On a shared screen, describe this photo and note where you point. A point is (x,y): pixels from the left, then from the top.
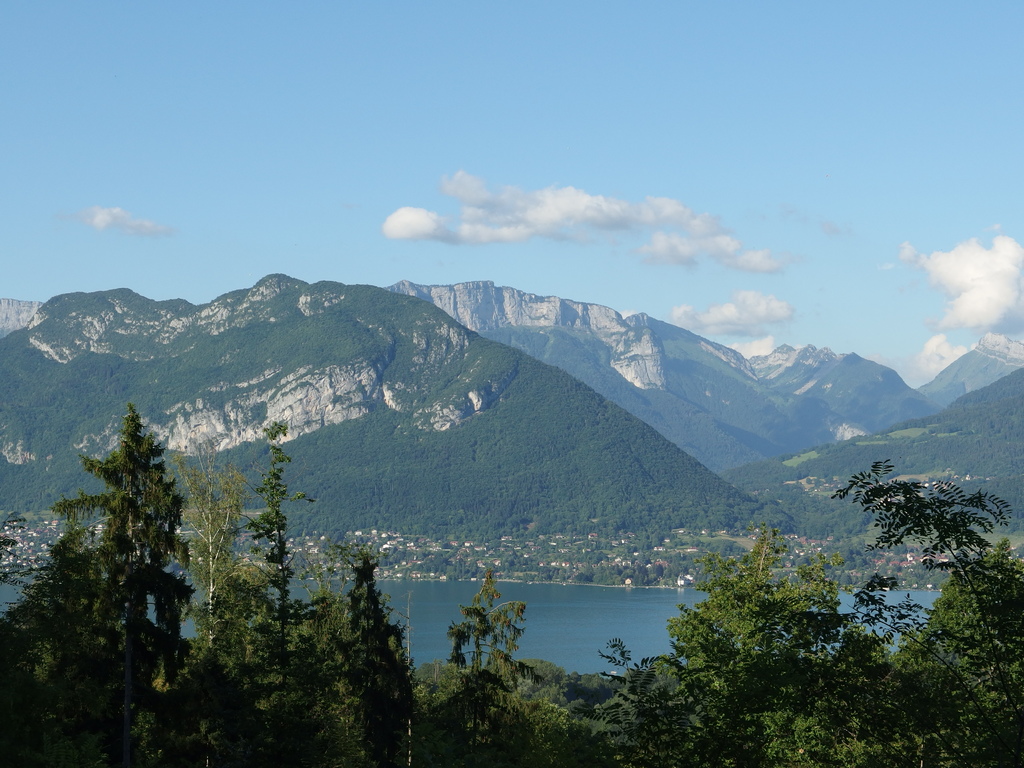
In this image, there is an outside view. In the foreground (250,740), there are some trees (235,741). There is a lake (599,609) and some mountains (483,345) in the middle of the image (579,312). There is a sky (540,153) at the top of the image (537,114).
